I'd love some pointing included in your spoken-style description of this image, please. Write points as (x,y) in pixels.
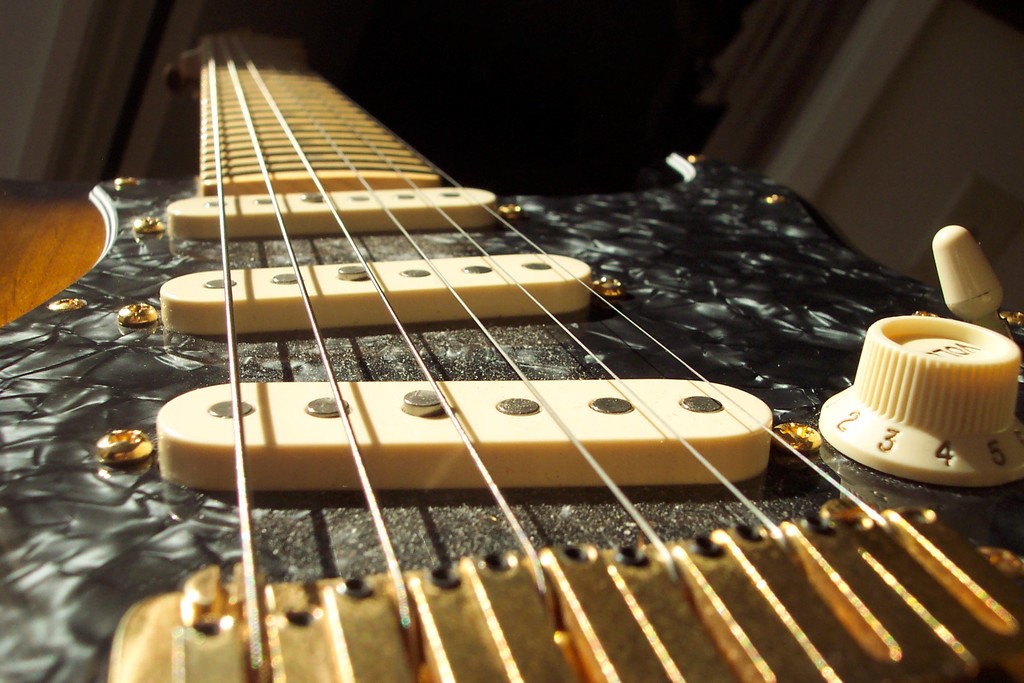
In this image we can see the close view of a guitar (375,386). The background of the image (60,84) is dark.
